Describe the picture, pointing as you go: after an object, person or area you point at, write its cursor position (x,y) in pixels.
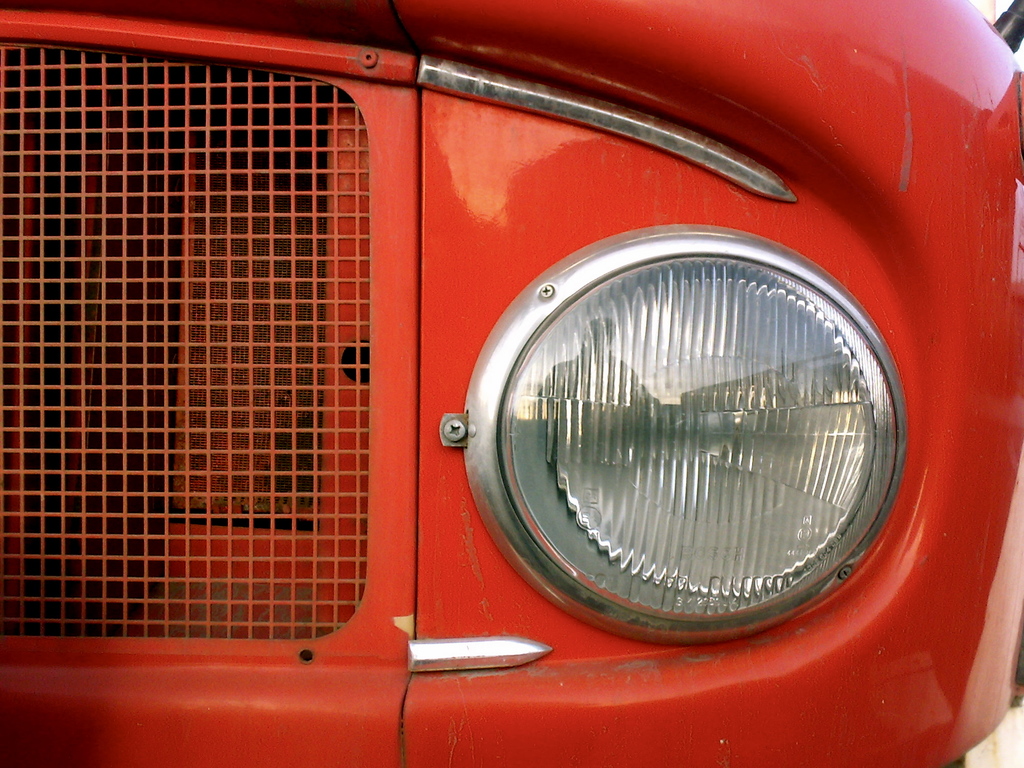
In the foreground (492,191) I can see a vehicle (449,197). This image is taken may be during a day.
